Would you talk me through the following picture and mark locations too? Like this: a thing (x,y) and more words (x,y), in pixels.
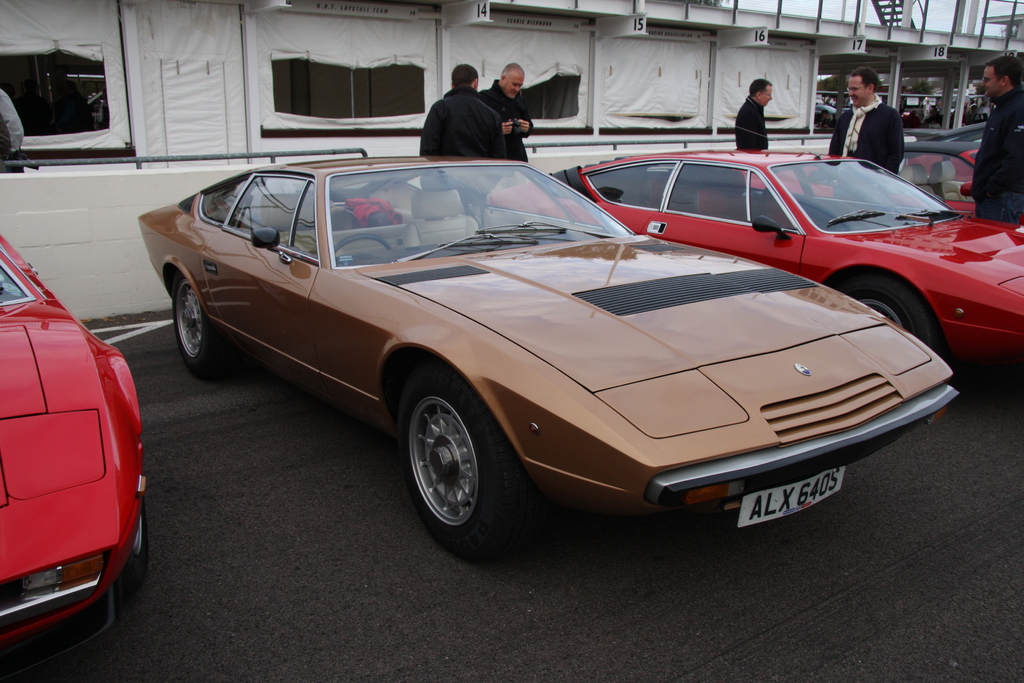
In this image, we can see people (448,103) and cars (553,411) on the road (655,522). In the background (479,56), there are sheds (778,61).
